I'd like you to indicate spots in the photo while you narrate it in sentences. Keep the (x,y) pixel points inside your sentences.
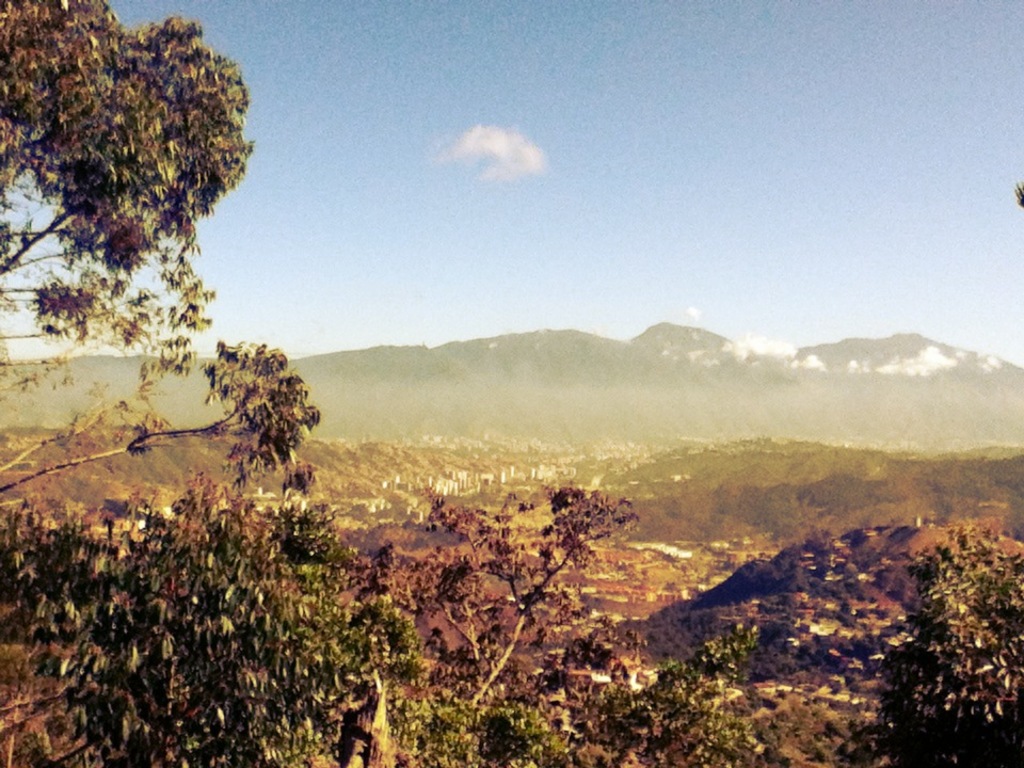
In this picture we can see some trees (270,370) in the front (317,419), in the background (840,497) there are hills (674,389), we can see the sky (620,198) at the top of the picture (612,175).
